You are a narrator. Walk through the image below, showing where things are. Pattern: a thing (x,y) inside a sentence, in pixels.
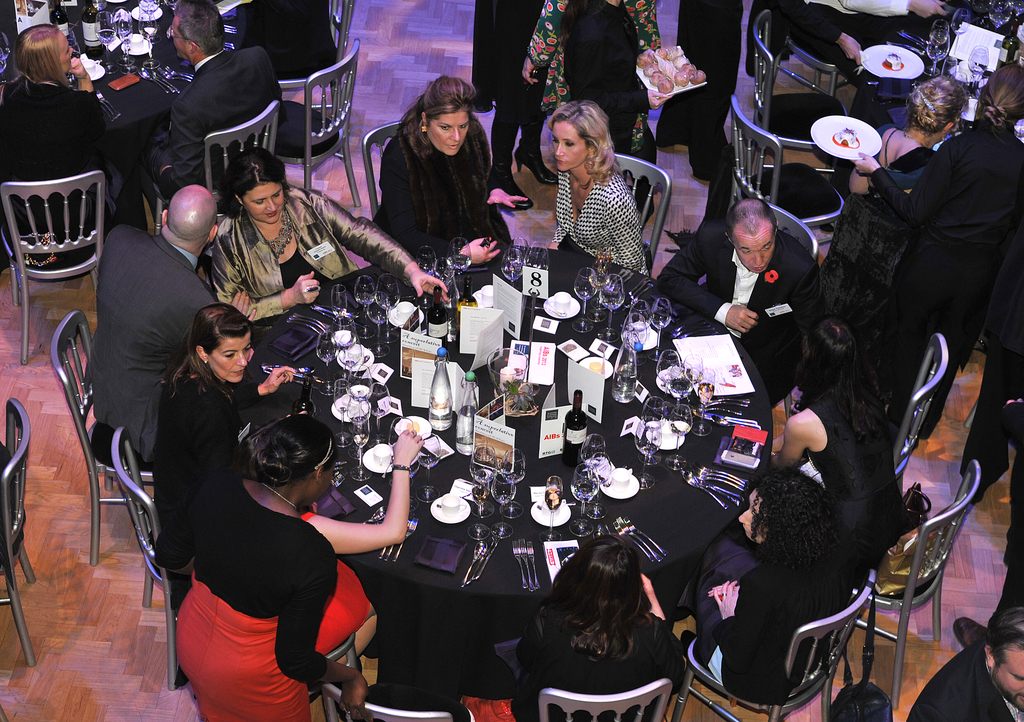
In this image I can see group of people (8,109) sitting and I can see few bottles (434,414), glasses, few spoons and few objects (547,283) on the table (323,293).
